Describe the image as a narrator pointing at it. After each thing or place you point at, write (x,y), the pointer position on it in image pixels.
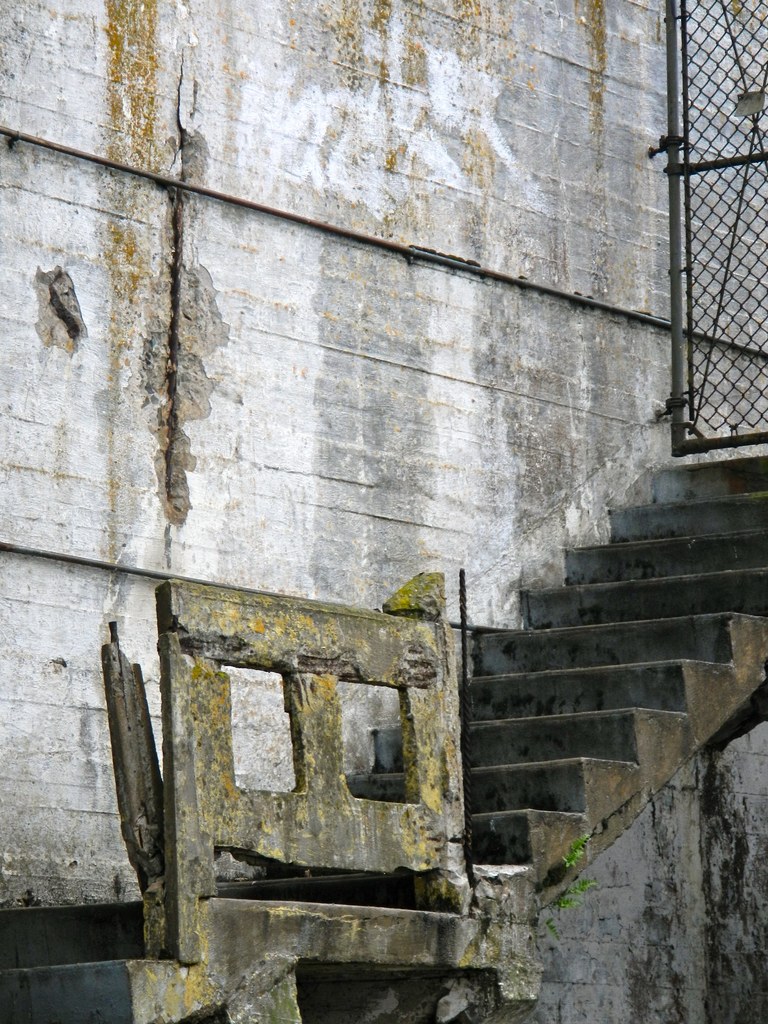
In this picture we can see steps (551,683), walls (553,433), mesh (765,42) and some objects (229,631).
